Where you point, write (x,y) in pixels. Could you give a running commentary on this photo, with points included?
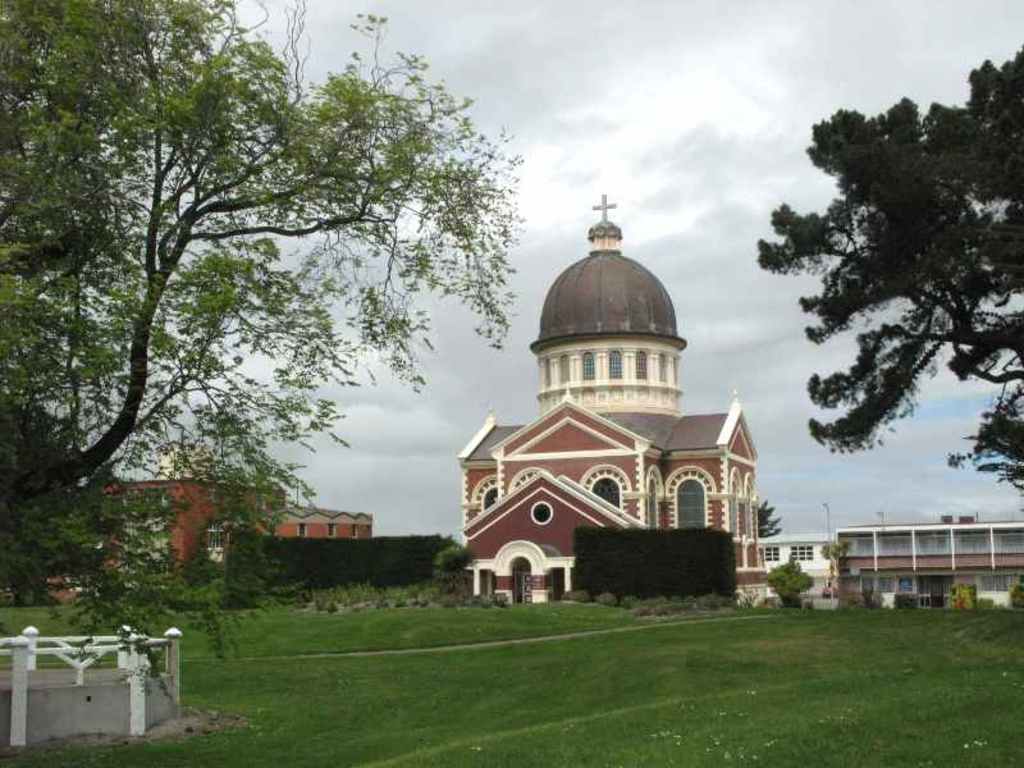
At the bottom of the picture, we see the grass (565,728). On the left side (114,642), we see the railing (173,667) and the trees (55,108). On the right side (846,135), we see the trees (910,221). In the middle of the picture (609,303), we see the church (544,429). There are trees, shrubs (399,574), street lights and buildings (866,557) in the background (399,539). At the top (574,145), we see the sky (549,227).
